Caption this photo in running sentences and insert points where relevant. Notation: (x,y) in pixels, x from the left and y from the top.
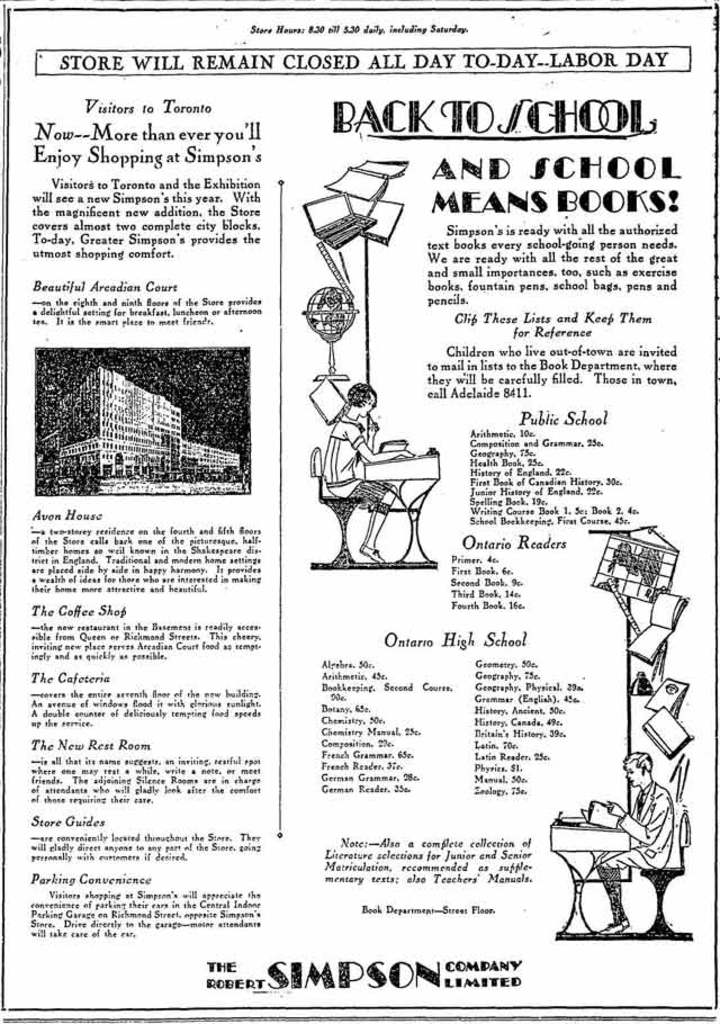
In this image there is a paper (578,771) and we can see text (255,541). There are images (241,473) of building (241,473), persons (375,493), table (427,496), books (656,646) and some things (663,666) on the paper (634,725).
